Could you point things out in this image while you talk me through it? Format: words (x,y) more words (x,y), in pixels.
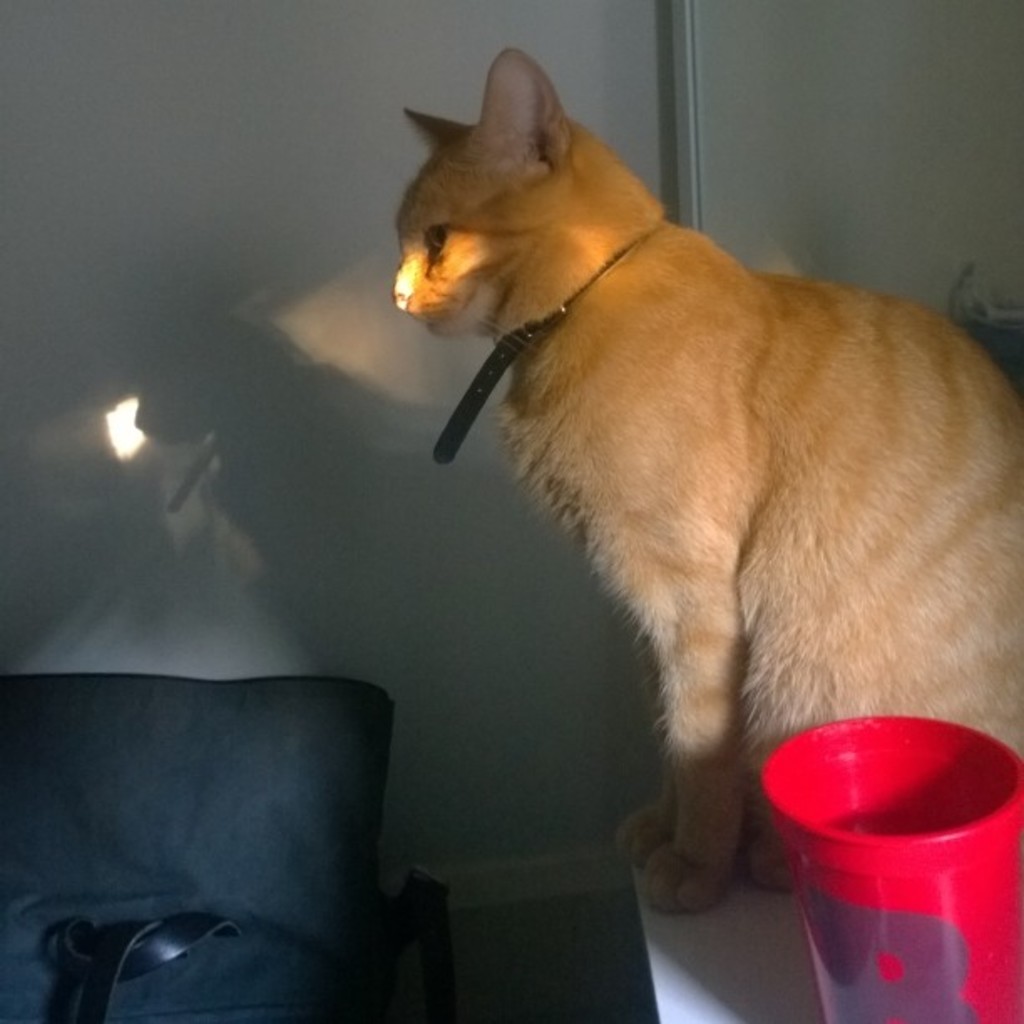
In this image we can see a cat (654,614). There is a red color cup (936,728) on the table (714,957). To the left side of the image (209,745) there is a bag (238,714). In the background of the image (287,467) there is wall (281,265).
